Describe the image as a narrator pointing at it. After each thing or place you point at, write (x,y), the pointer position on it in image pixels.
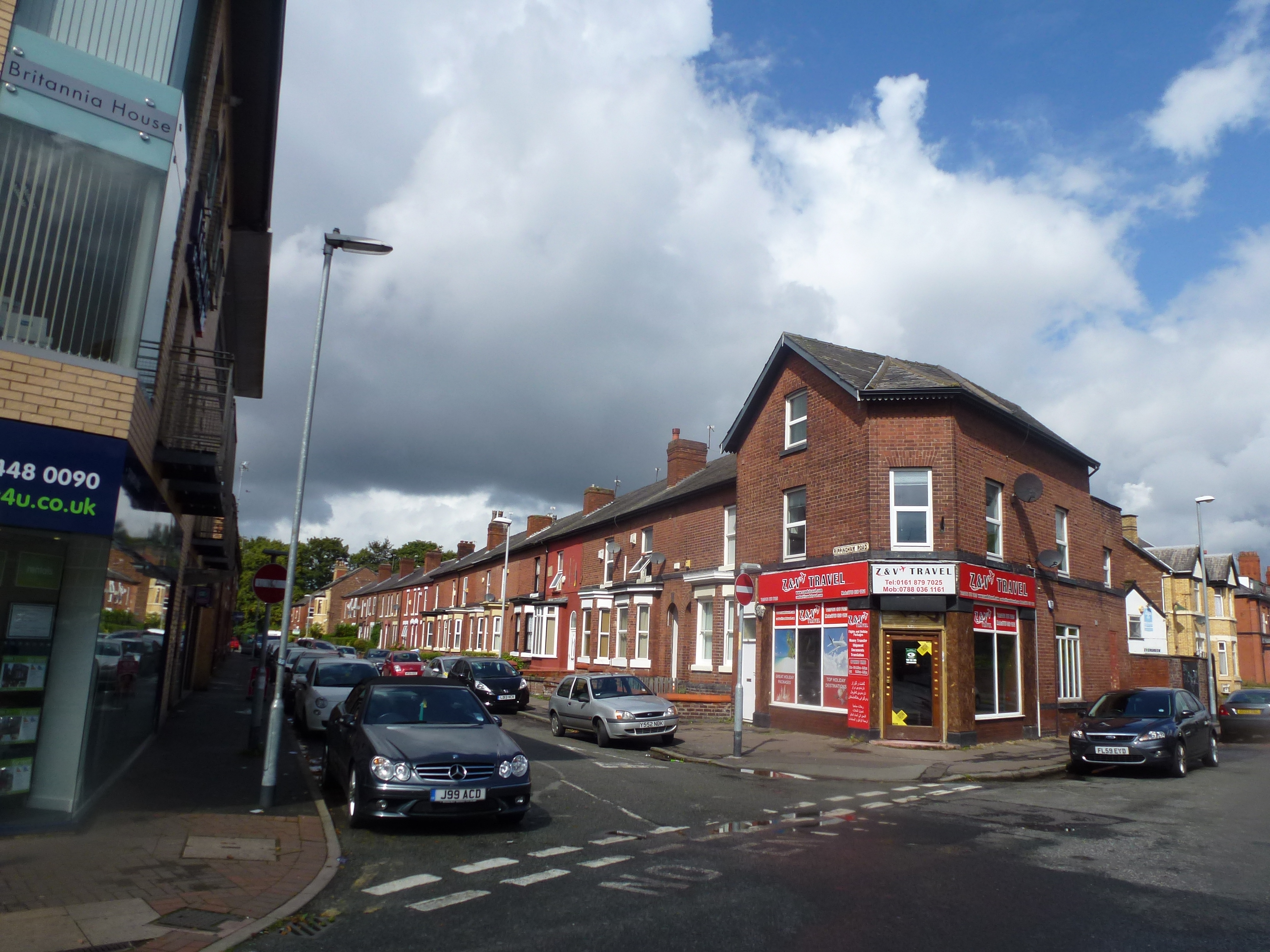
In this image I can see the road (674,867), few vehicles (475,728) on the road (1256,777), the sidewalk (302,889), few poles (301,510), few boards (269,584) and few buildings (917,626) on both sides of the road (681,815). In the background (277,513) I can see few trees (296,580) and the sky (780,205).
